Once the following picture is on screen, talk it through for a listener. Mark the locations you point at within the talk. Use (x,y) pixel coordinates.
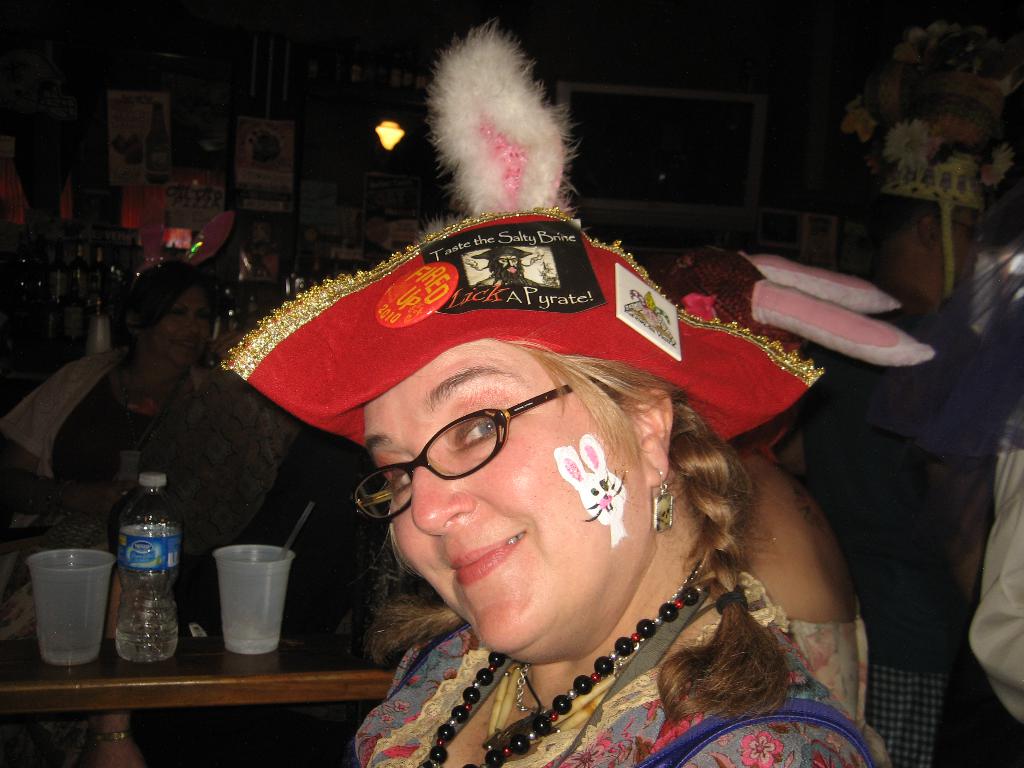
In this image, women (589,547) is wearing a cap (556,320) and glasses (494,435) and she is smiling. Back side, we can see few peoples (683,291) are sat and here a person (941,451) is standing on the right side (932,570). There is a wooden table (118,689), few items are placed on it. The background (786,116), we can see wall (280,117), some items (268,155), bottles (74,279), frames (273,176), light (392,139), so many items (691,155) are there.
